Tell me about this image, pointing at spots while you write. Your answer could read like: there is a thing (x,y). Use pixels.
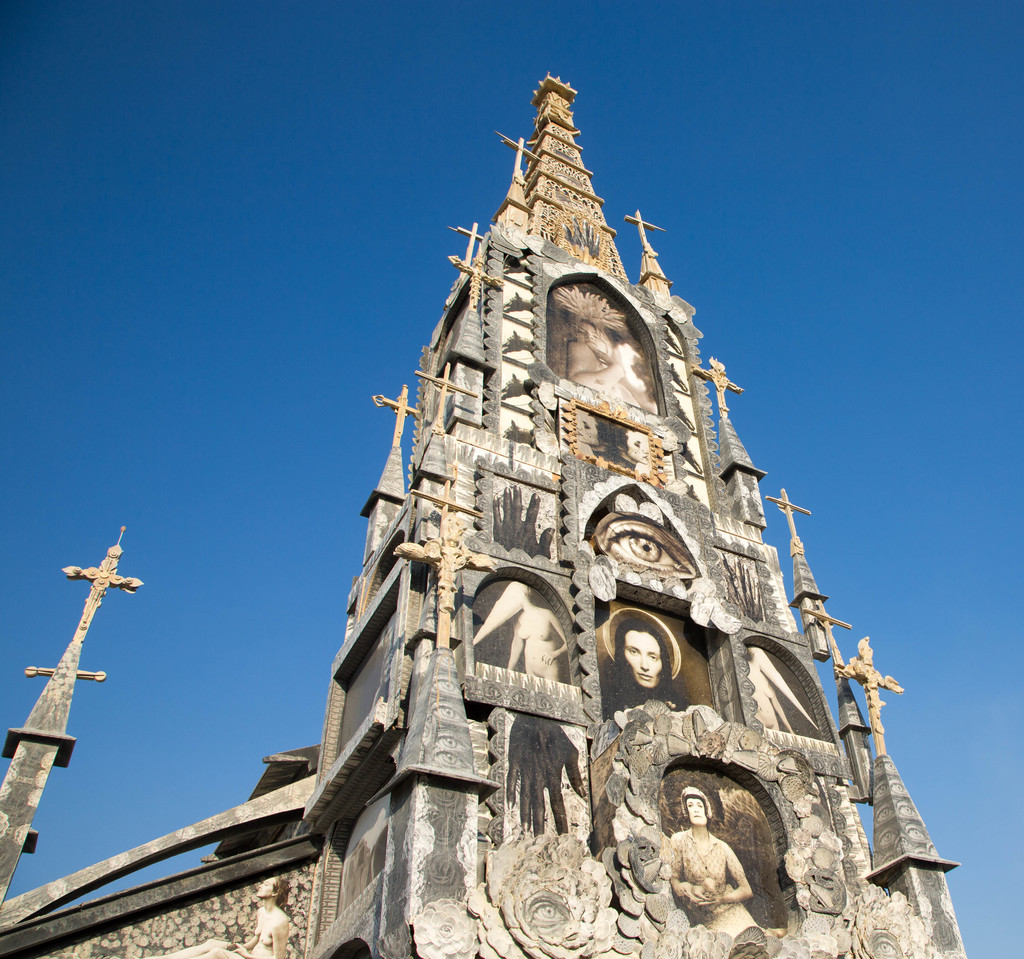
In this image we can see there is a church (548,400). In the background (728,267) there is a sky (943,454).
